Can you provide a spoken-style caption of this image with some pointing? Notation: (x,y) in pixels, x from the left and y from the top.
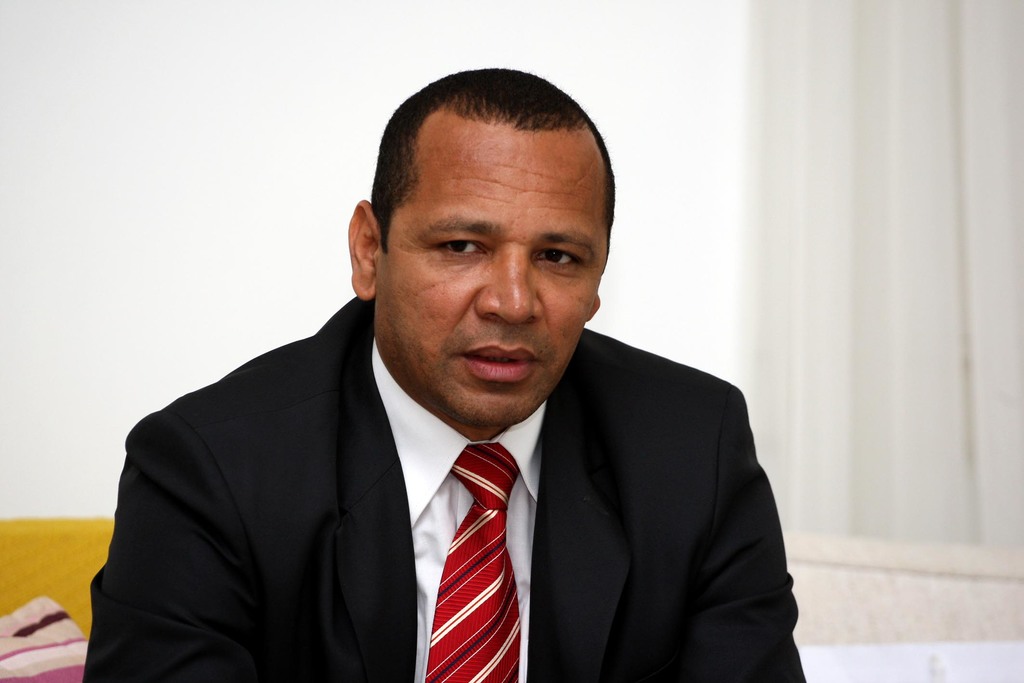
In this picture in the front (527,478) there is a man (444,472). In the background (319,272) there is a wall (635,108) and on the right side of the wall (662,142) there is a curtain (866,241) which is white in colour. On the left side (34,533) there is a yellow colour object (42,554) in front of the wall (38,502) and there is a cloth (39,658).
